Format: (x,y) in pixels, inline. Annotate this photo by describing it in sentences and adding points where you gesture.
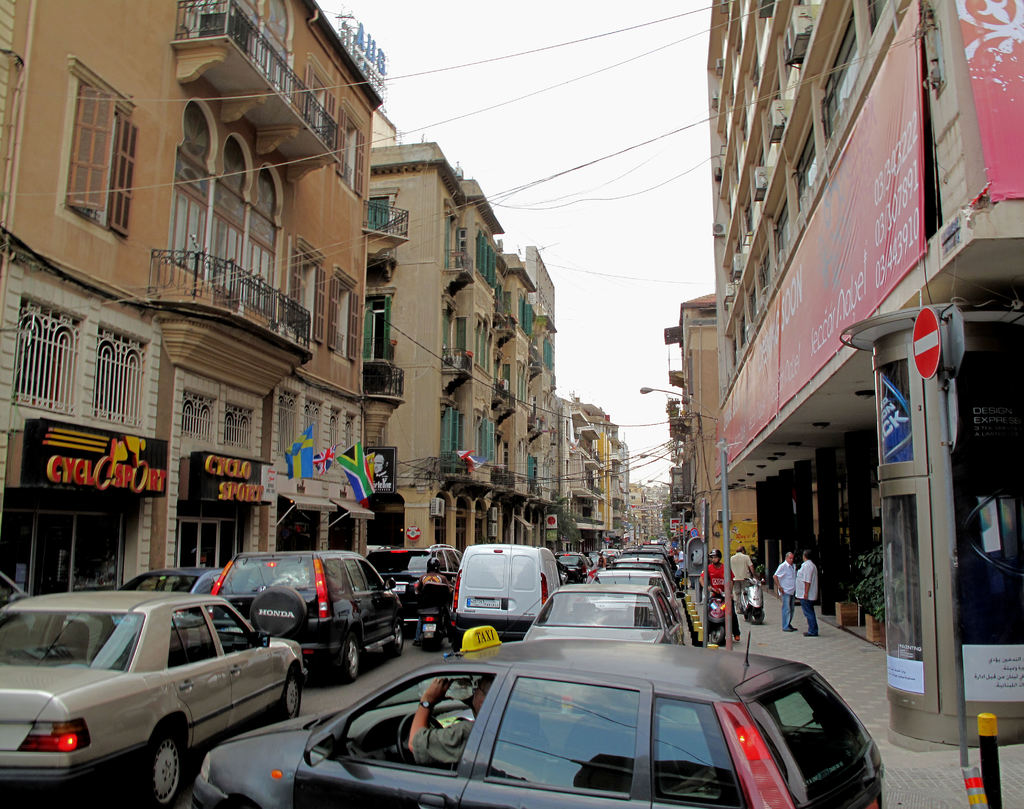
In this image we can see buildings (484,352). In the center of the image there are cars (396,618) and vehicles (542,621) on the road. At the top of the image (565,53) there is sky (567,116). There are wires (582,194).
